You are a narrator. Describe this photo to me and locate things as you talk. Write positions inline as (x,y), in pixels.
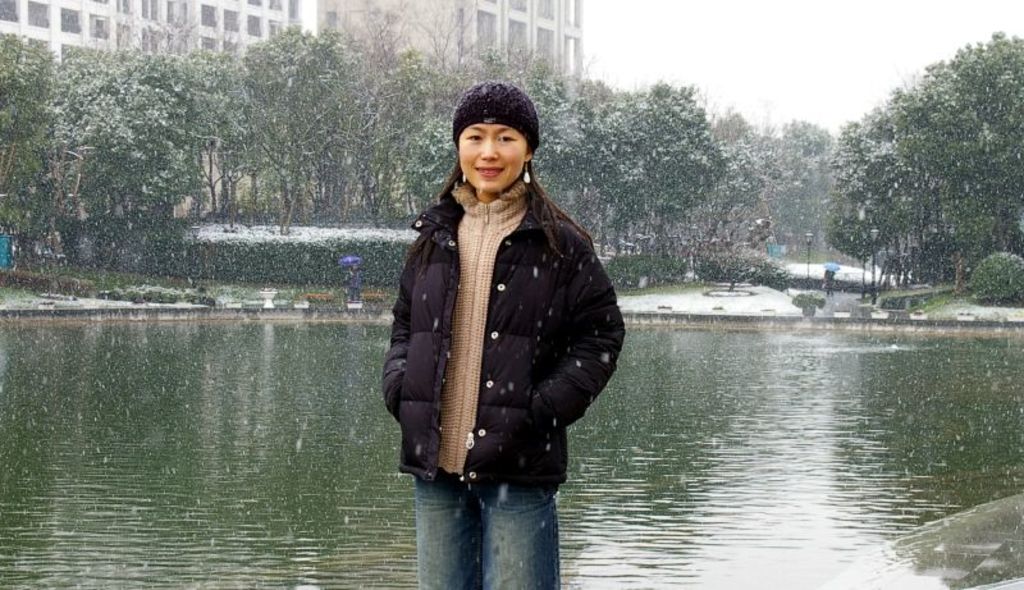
In this image we can see a woman (556,444) standing. On the backside (784,449) we can see a water body (772,466), a group of trees (710,211) covered with snow (682,218), a building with windows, street poles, two persons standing holding the umbrellas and the sky (782,54) which looks cloudy.
